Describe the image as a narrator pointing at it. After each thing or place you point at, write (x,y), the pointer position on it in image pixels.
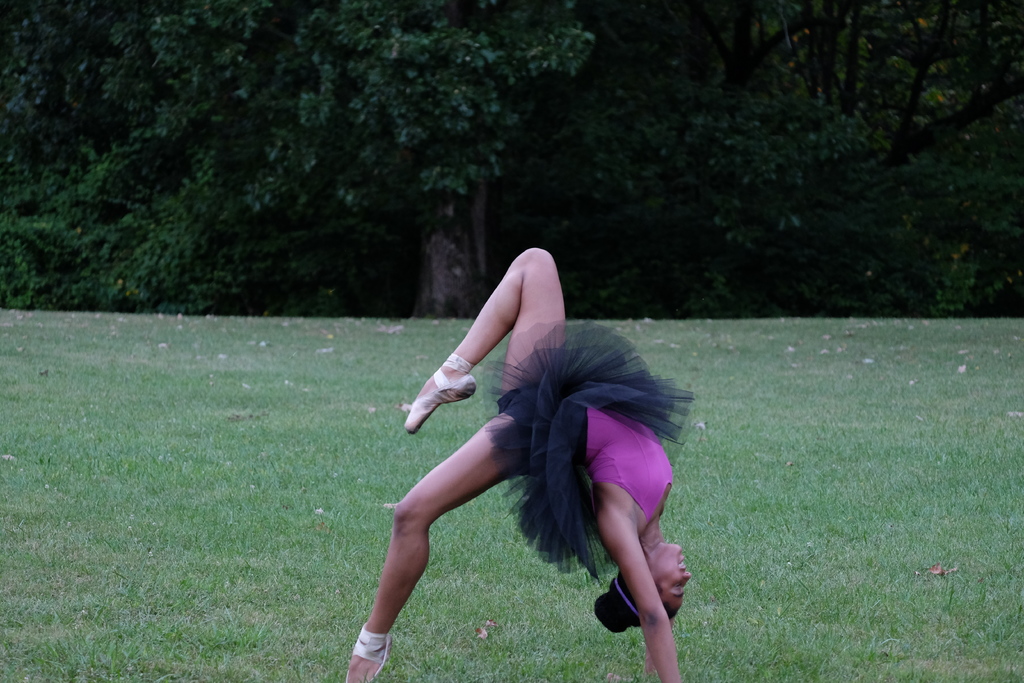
This picture shows a woman (472,482) performing gymnastics and we see grass (351,432) on the ground (301,441) and few trees (452,245). She wore a pink and black color dress (531,454).
